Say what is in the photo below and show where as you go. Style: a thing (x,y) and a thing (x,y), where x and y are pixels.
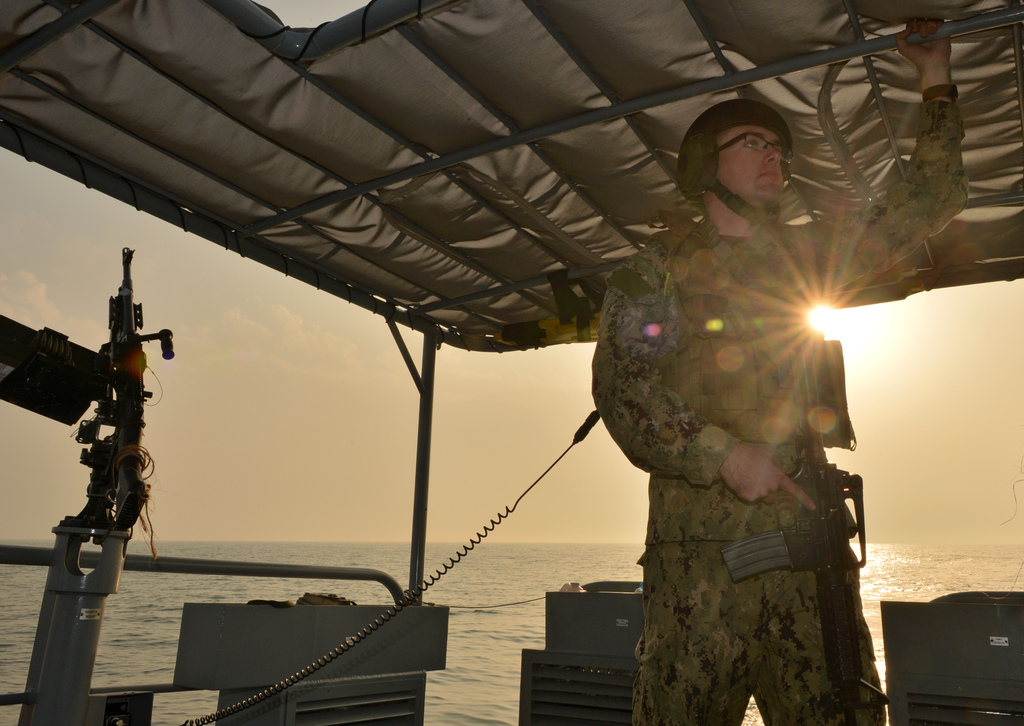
In the picture I can see a person (766,390) wearing army uniform (727,444) and helmet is holding a weapon (810,515) in his hands (763,461) and standing in the ship (867,197). Here we can see some objects (83,424) and we can see the water (398,570). In the background (953,531), we can see the sky (312,349) with clouds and the sun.
